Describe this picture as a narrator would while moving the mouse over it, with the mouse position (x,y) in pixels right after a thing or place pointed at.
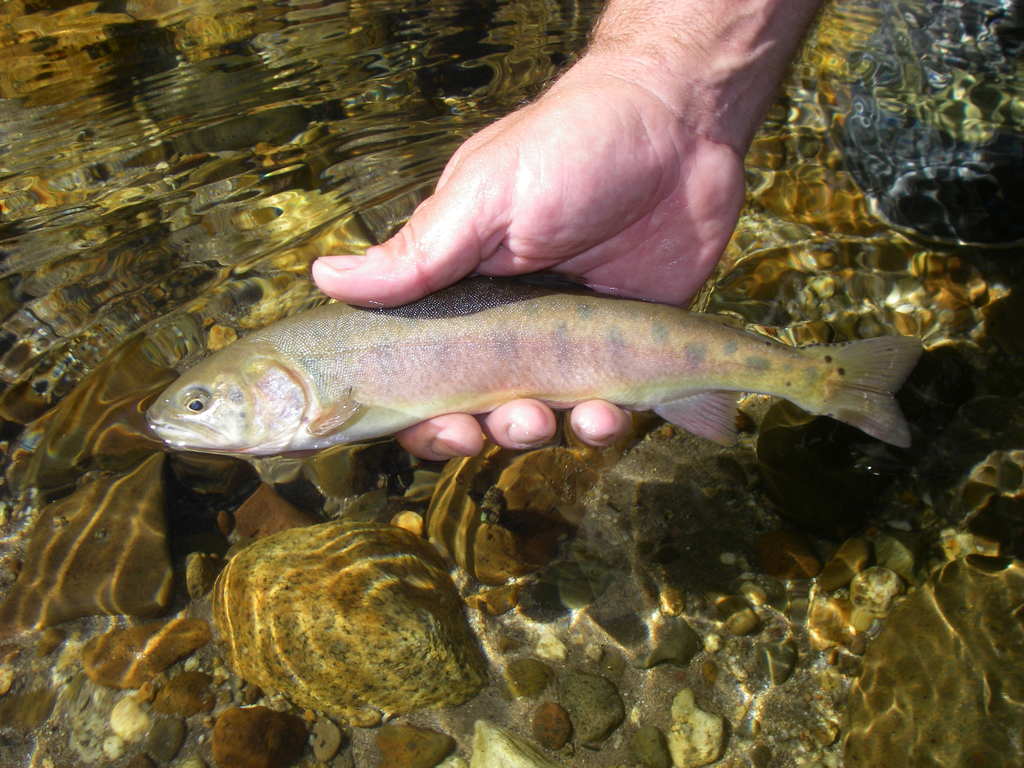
This is a fish (266,422) in the hand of a human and this is water (180,253).
